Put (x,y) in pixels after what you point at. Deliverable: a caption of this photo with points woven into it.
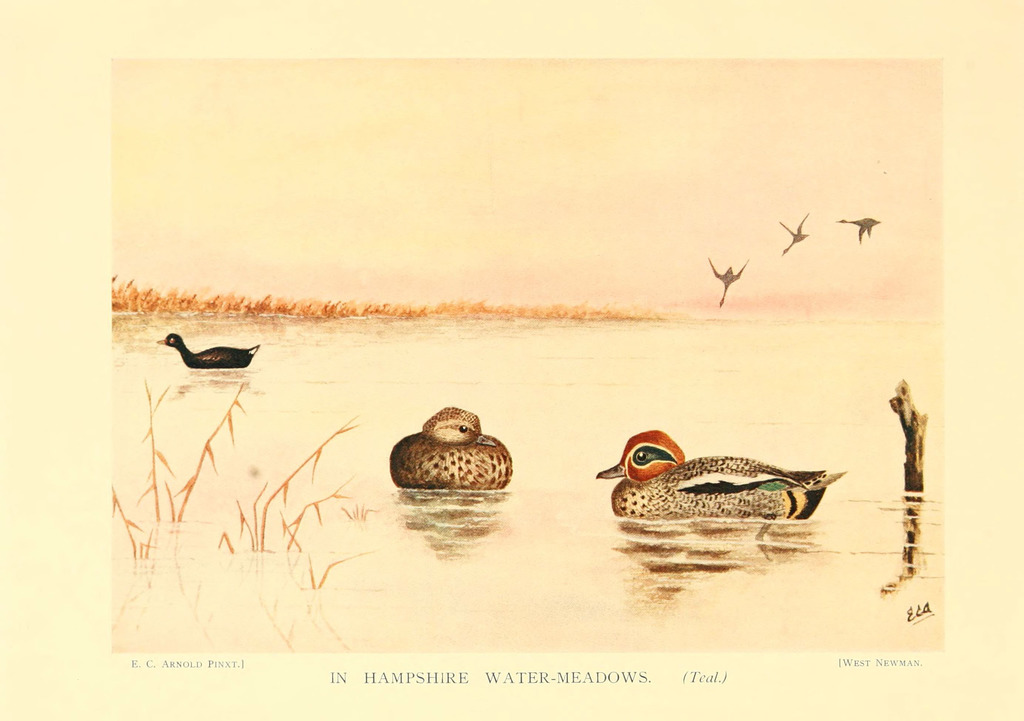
In this image I can see a paper (567,39) which is in cream color, on the paper (253,396) I can see few birds (171,343) in the water (851,497) and the birds (685,495) are in brown color.
